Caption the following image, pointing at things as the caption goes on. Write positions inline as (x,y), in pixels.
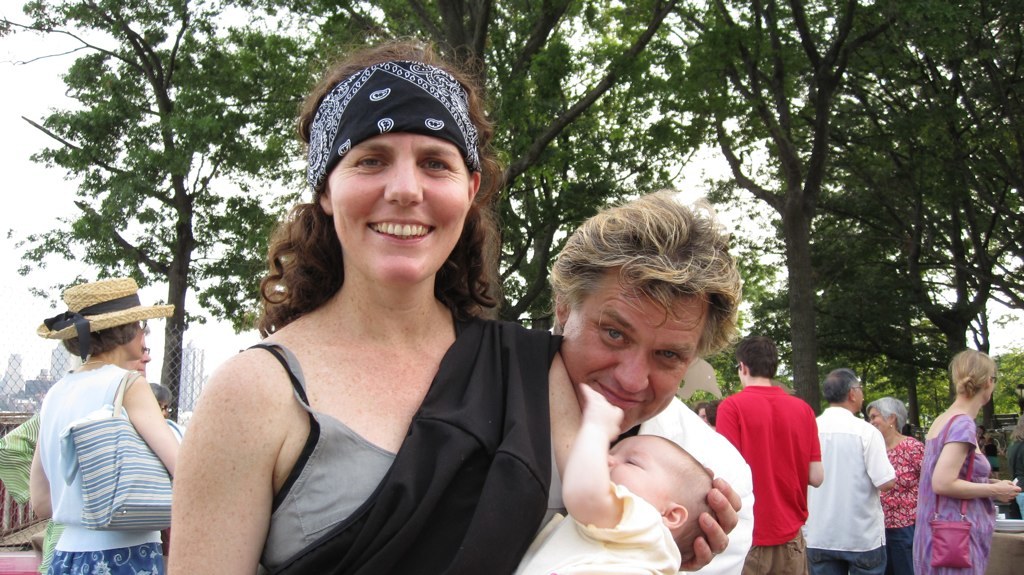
In this picture there is a woman (569,387) standing and holding the baby (637,472) and there is a man (750,526) standing and smiling. At the back (39,463) there are group of people (794,531) standing and there are buildings (186,368) and trees (1020,371) behind the fence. On the right side of the image (996,525) there is a bowl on the table (1009,574). At the top (18,99) there is sky (31,97).
